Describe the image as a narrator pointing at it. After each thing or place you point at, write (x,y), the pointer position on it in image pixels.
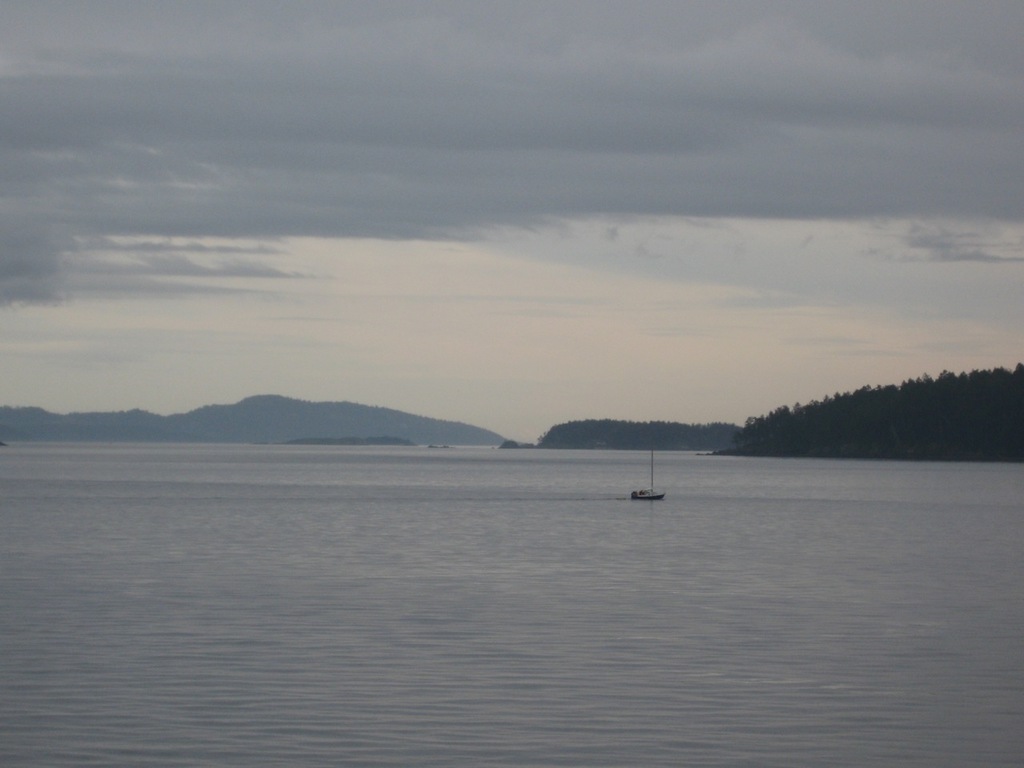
As we can see in the image there is water (471,582), boat (657,495), trees (654,428), hills (324,427), sky (445,244) and clouds (476,155).
